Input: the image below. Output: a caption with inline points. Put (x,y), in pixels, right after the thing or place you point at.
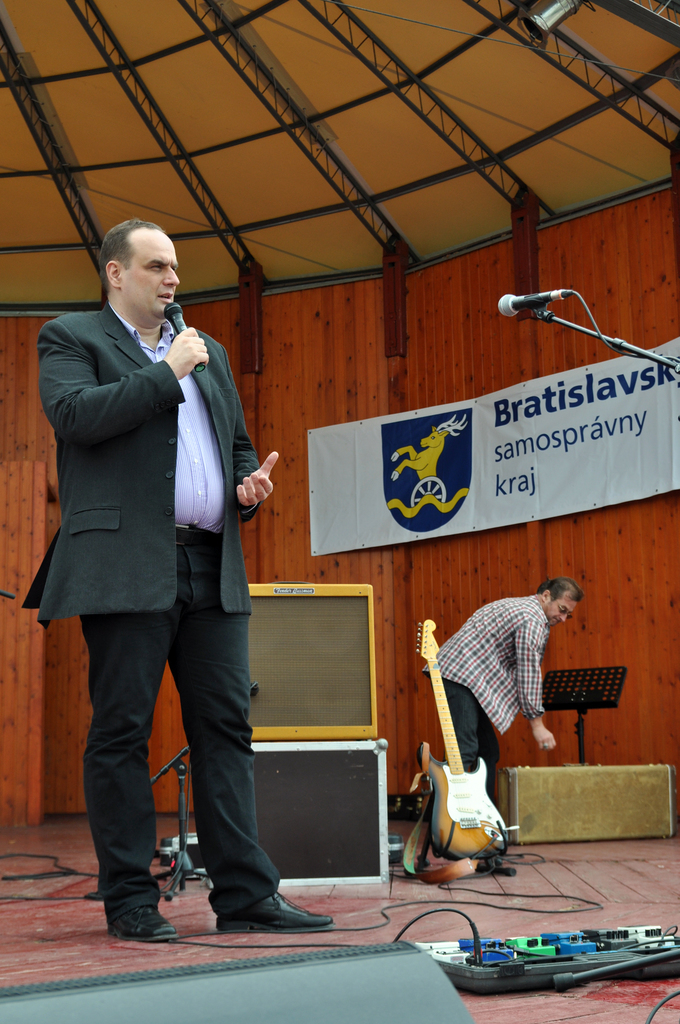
In this image I can see a person (177,485) wearing shirt (193,479), blazer (167,500), pant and black colored shoe (119,928) is standing on the stage (205,923) and holding a microphone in his hand (182,343). In the background (463,814) I can see a guitar (447,809), a person (455,707) standing, few wires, some equipment (446,951), a banner (533,488) which is white in color, a microphone (510,313) and the roof (394,101) which is orange in color.
